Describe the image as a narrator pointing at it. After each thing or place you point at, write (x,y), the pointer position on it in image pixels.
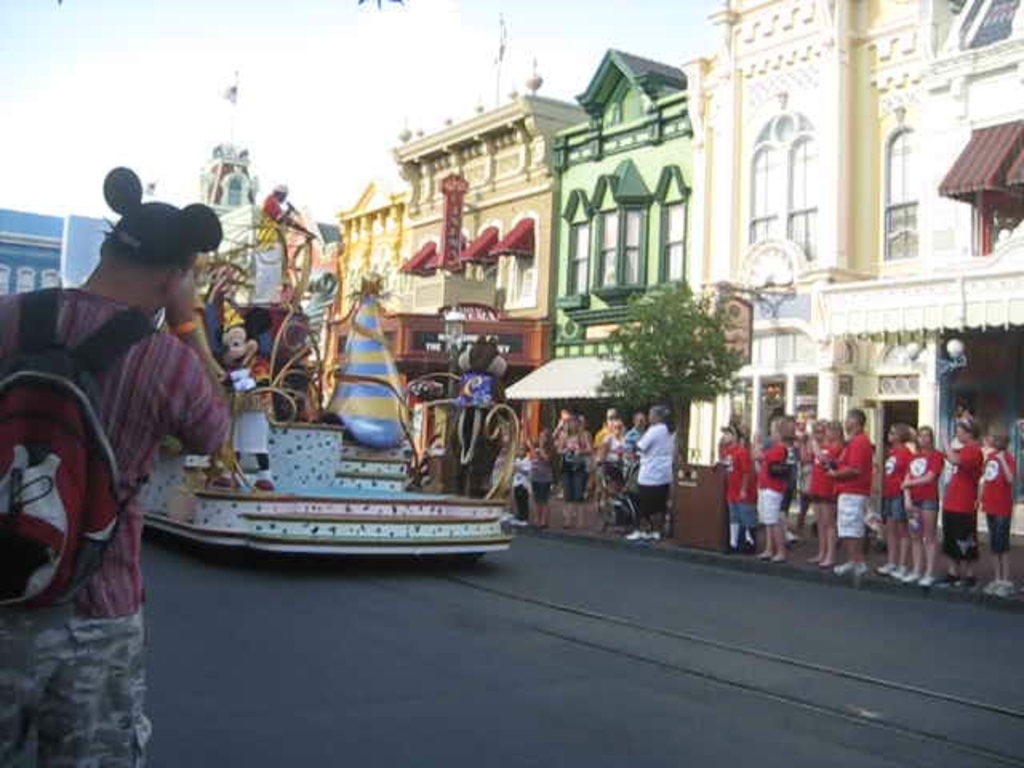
In the center of the image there is a road (439,620). There is a vehicle (287,386). There are people (612,441) standing. To the right side of the image (838,165) there are buildings (592,260). At the top of the image (373,62) there is sky (252,57). There is a tree (627,321).
